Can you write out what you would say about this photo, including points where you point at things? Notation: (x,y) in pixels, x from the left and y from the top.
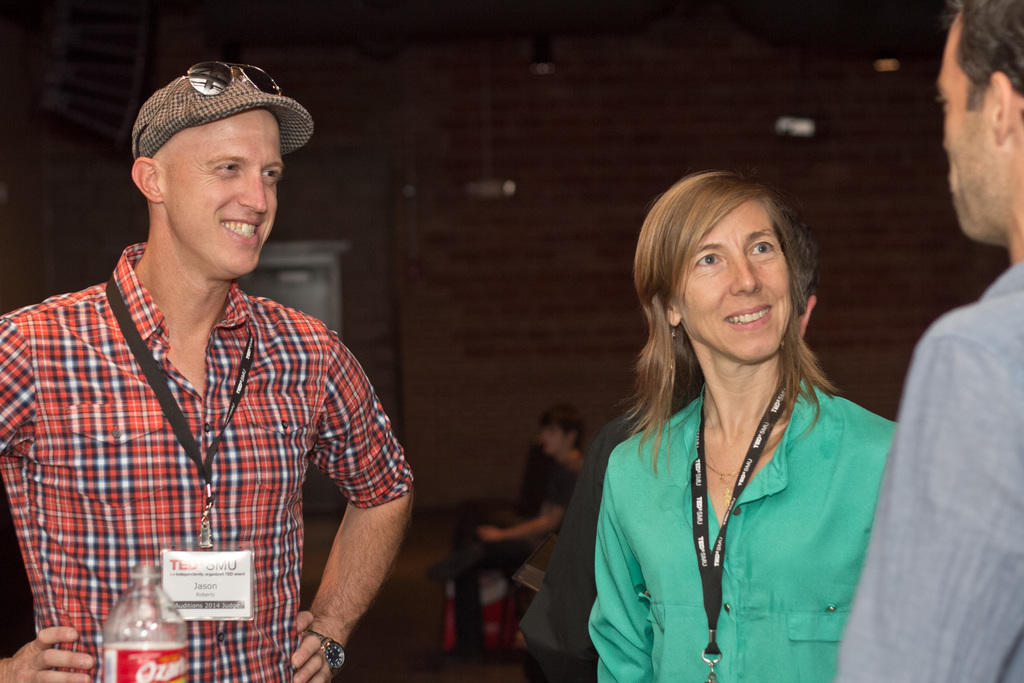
This is the man (218,535) and woman (676,457) standing and smiling. On the right side of the image (923,408), I can see another person (952,522) standing. In the background (599,403), I think this is a wall (647,125). Here is a person (519,546) sitting. At the bottom of the image (144,646), that looks like a bottle (129,623).
